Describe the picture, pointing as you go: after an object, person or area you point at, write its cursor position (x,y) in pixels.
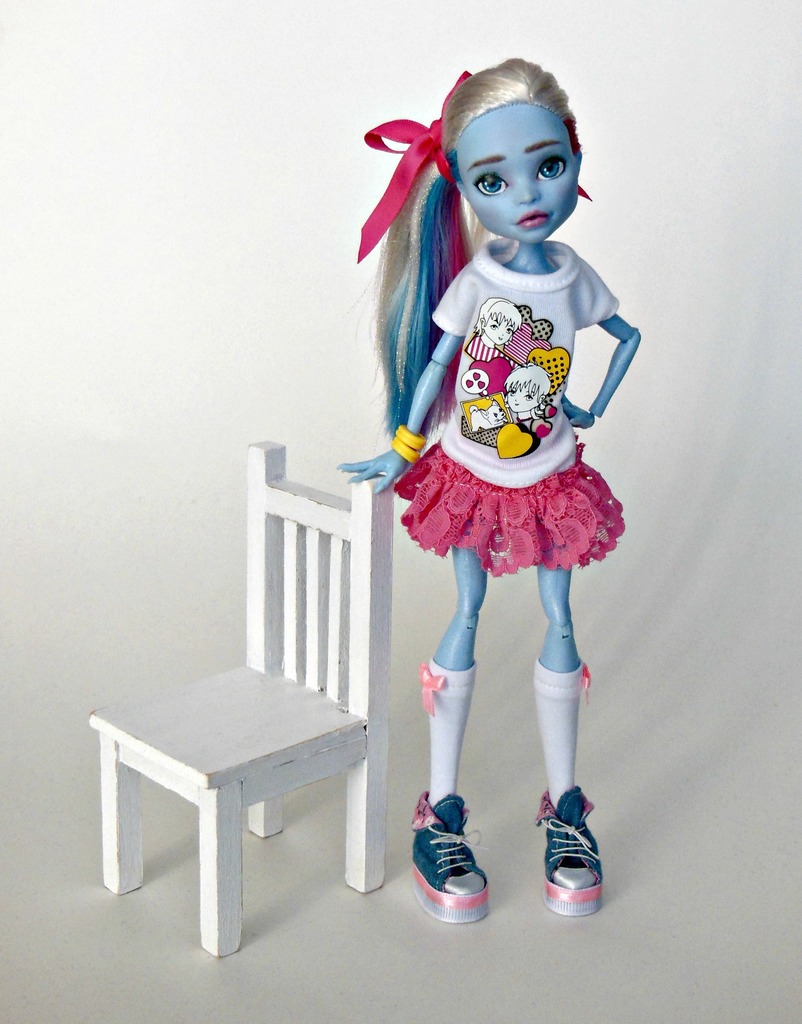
In this image I can see a doll (558,276) which is blue in color wearing white and pink colored dress (537,418) and blue colored shoe (558,848). I can see a chair (316,750) which is white in color on the white colored surface (360,929). I can see the white colored background (197,251).
